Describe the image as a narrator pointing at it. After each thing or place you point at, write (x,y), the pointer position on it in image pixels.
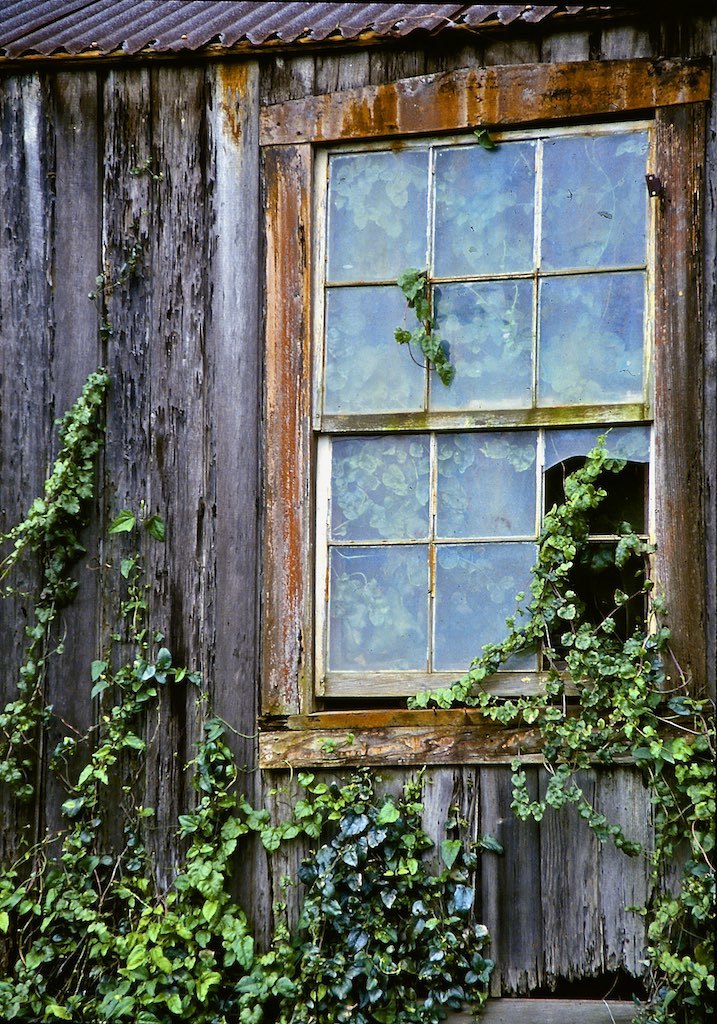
In this picture I can observe a wooden wall (200,562). There are some plants (122,685) in this picture. I can observe a window (412,426) on the right side (523,432).
